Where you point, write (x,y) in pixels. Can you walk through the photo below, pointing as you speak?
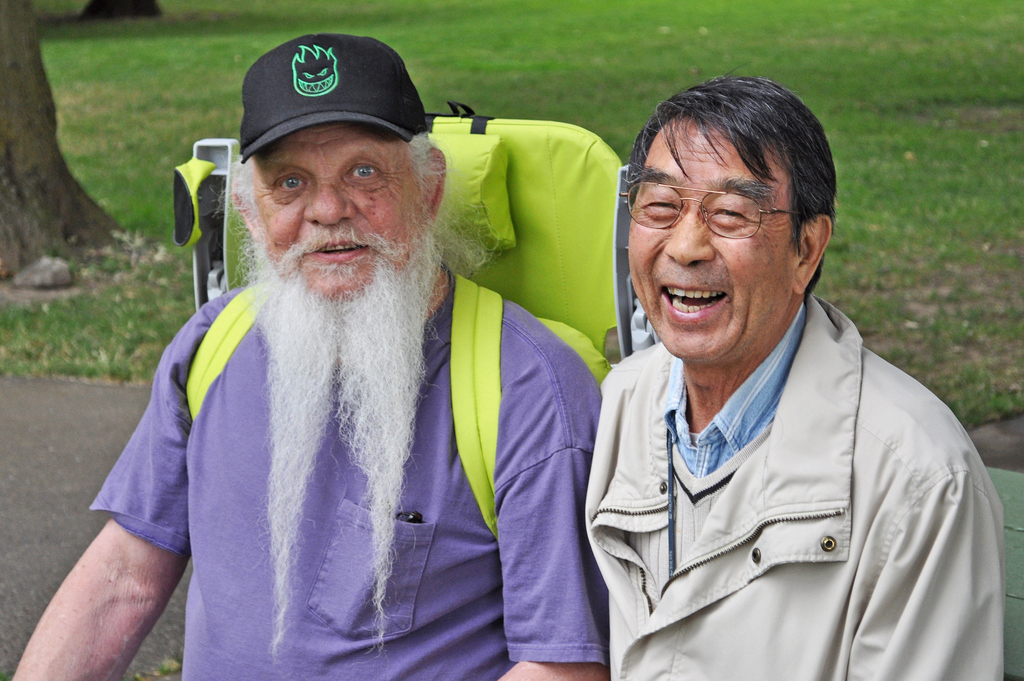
In the background (773,13) we can see green grass (575,23). On the left side of the picture (30,36) we can see a tree trunk (1,72). We can see men (842,330) and both are smiling. One man (696,177) wore spectacles (706,224) and other man (321,47) wore a bag (546,250).
